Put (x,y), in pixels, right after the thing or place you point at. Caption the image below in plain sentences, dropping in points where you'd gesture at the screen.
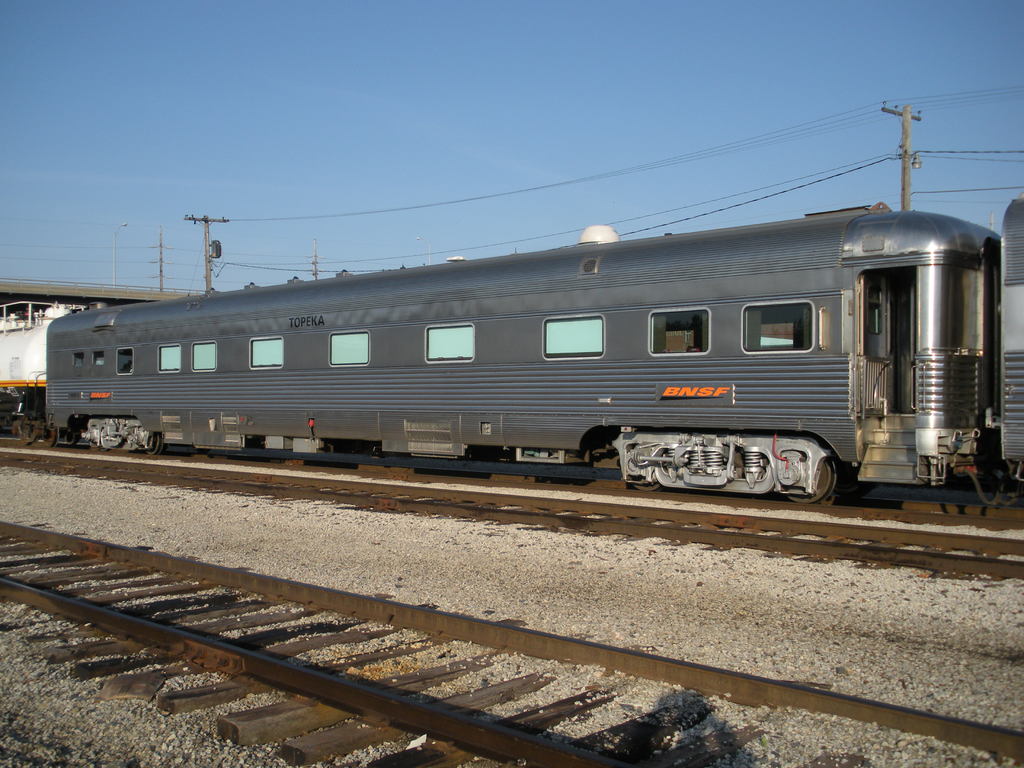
In the center of the image (535,363) there is a train (643,456) on the railway track (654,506). At the bottom of the image (473,679) there is a railway track (333,684) and stones (139,709). At the top of the image (368,141) there is sky (171,160) and electric poles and wires (936,154).
